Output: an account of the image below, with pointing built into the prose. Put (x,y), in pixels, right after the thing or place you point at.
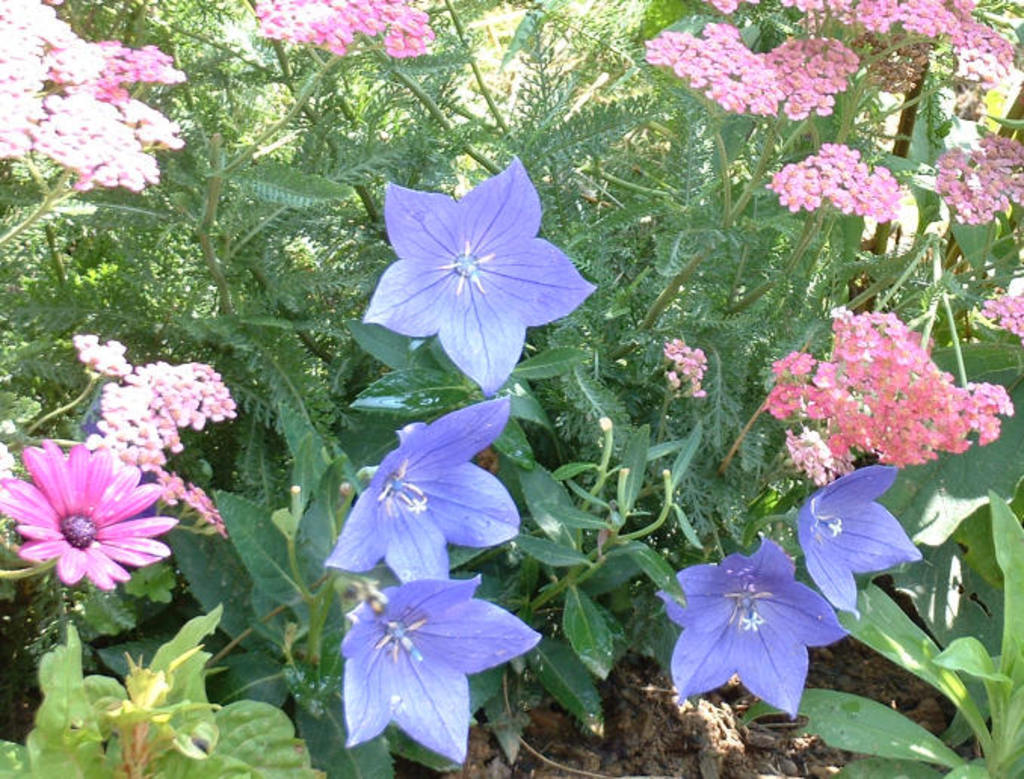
In this picture we can see plants (393,63) with flowers (440,214).
